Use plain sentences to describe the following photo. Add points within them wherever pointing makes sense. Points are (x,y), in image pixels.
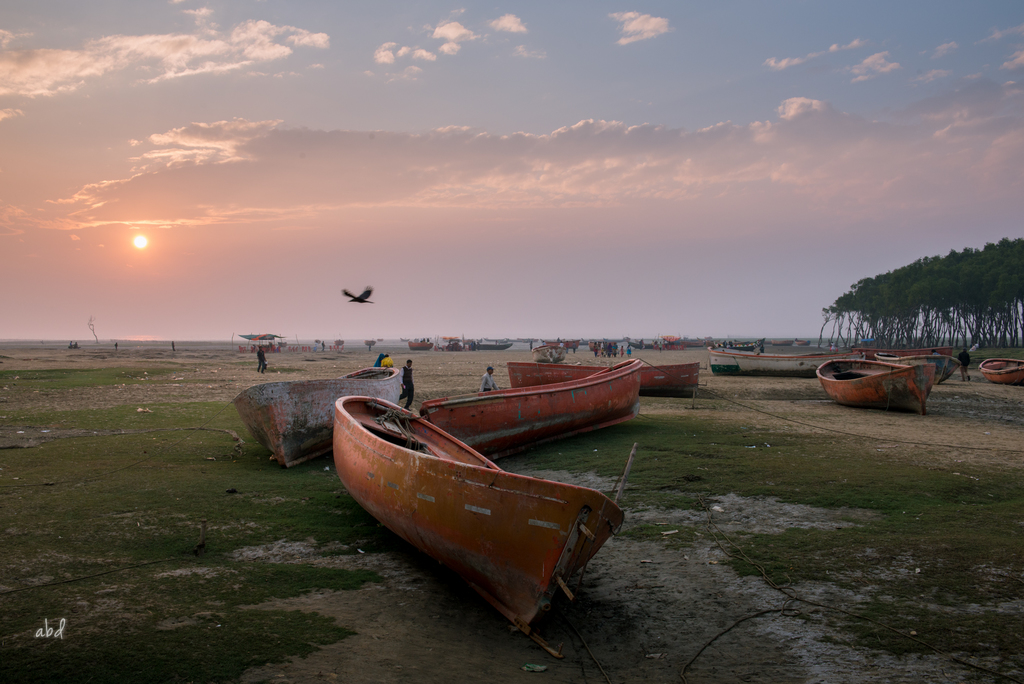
On the bottom left (60,626), there is a watermark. In the middle of this image (373,450), there are boats (560,420) on the ground (847,514), on which there is grass (149,507) and there are persons (483,381). In the background (833,368), there are trees (951,280), boats (575,341), a bird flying in the air (400,273), and there is a sun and there are clouds (169,72) in the blue sky (389,37).
